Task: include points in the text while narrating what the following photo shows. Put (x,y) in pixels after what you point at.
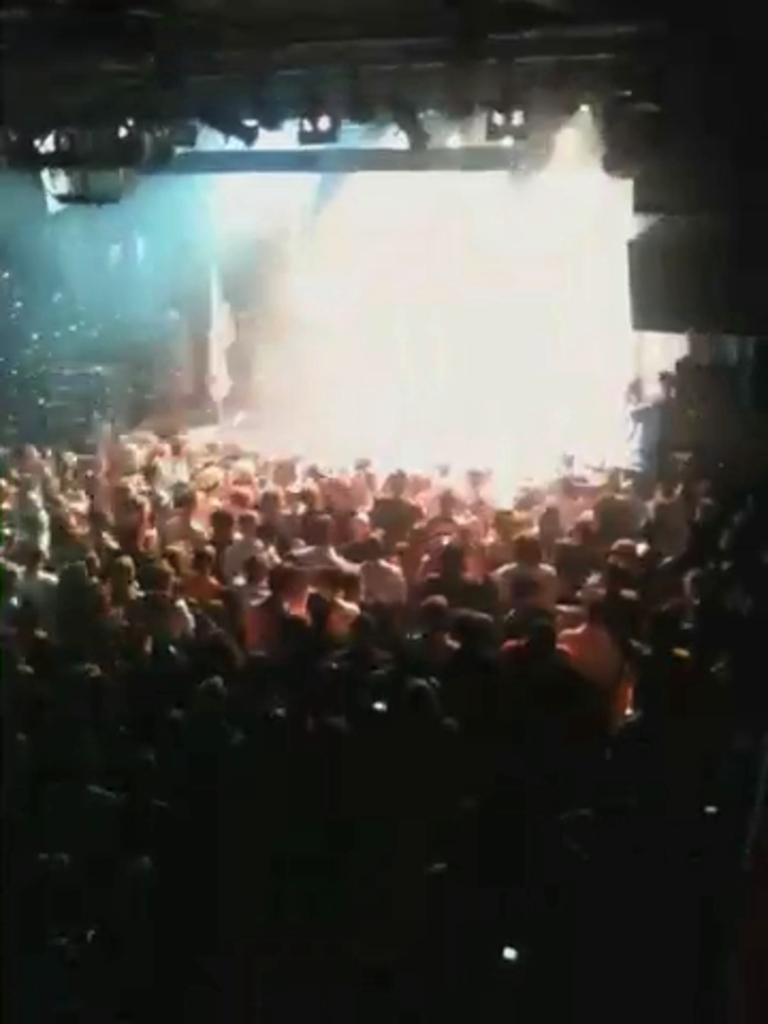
In this picture I can see many people (352,683) in the hall (5,354) looks like a concert.
